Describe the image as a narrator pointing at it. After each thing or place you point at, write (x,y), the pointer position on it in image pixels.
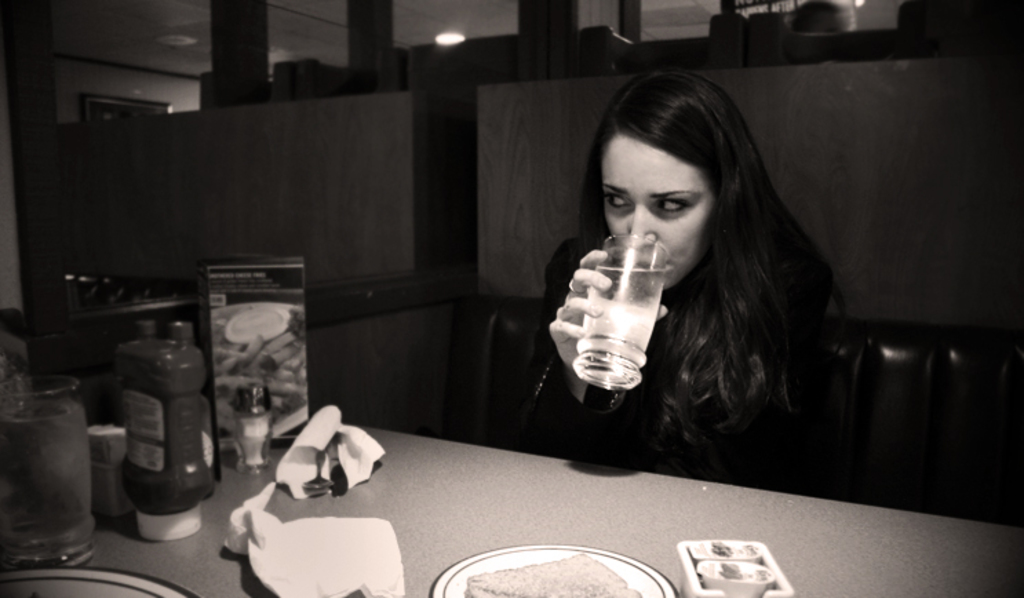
In the image we can see there is a woman (778,393) who is drinking a water (635,328) and in front of her there is a table (100,559) on which there is a ketchup bottle (186,502), knife (329,469) and spoon (320,465), kerchief (315,591), a plate (477,571) and the image is a black and white image.
